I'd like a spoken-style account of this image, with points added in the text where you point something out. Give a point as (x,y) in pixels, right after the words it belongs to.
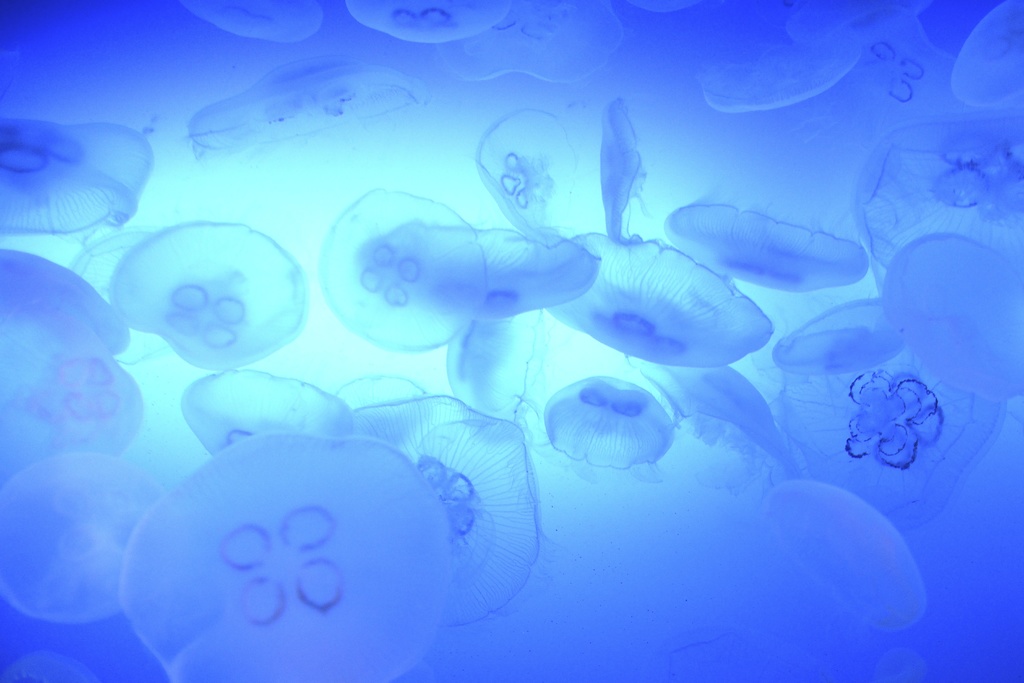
In this image we can see aquatic animals (465,356).
